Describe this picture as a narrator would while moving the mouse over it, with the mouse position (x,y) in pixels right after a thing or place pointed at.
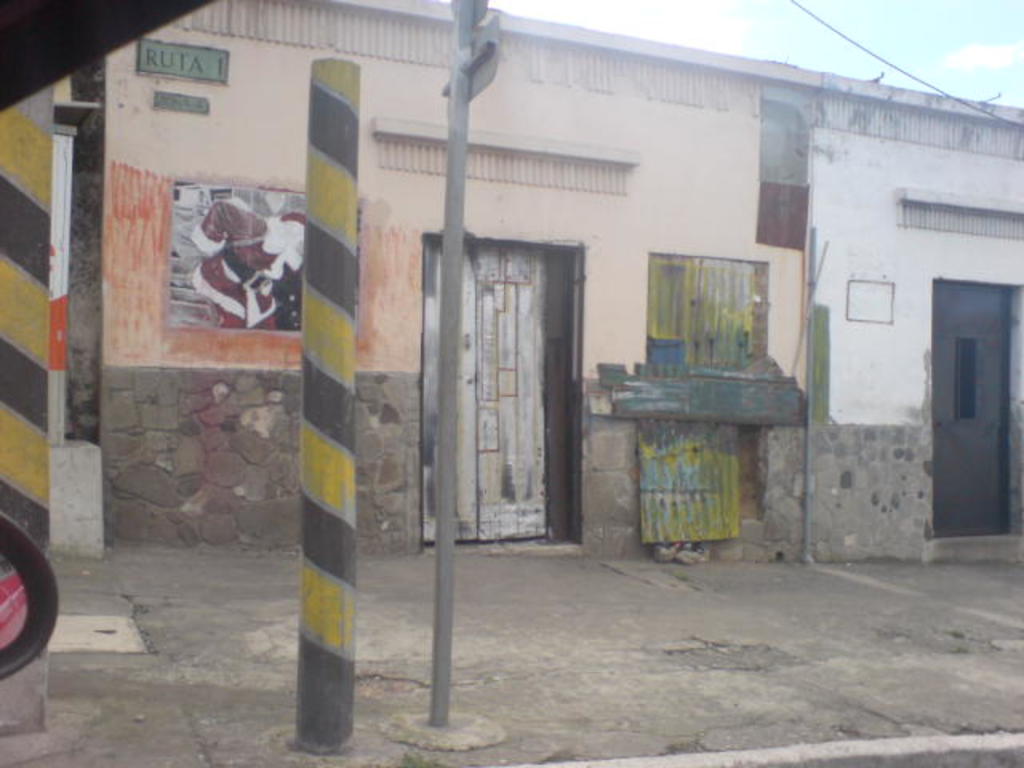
At the left corner of the image (11,137) there is a pole (6,138) with yellow and black painting (21,127) on it. In the background (191,88) there is a house (244,101) with walls (427,104), windows (711,292), paintings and doors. In front of the building (606,438) there are poles (450,250). At the top right corner of the image (846,70) there is a sky (813,65).
